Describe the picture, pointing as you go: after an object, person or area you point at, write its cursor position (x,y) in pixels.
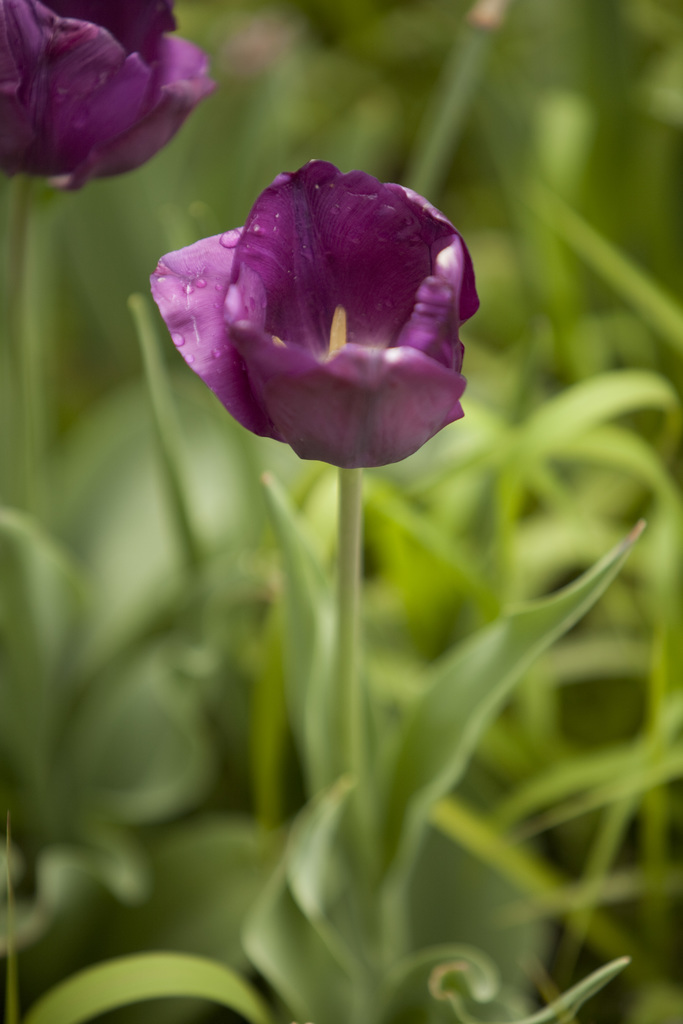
In this picture we can see two violet flowers (326,414). There are a few green plants (381,541) in the background (74,992). Background (504,448) is blurry.
